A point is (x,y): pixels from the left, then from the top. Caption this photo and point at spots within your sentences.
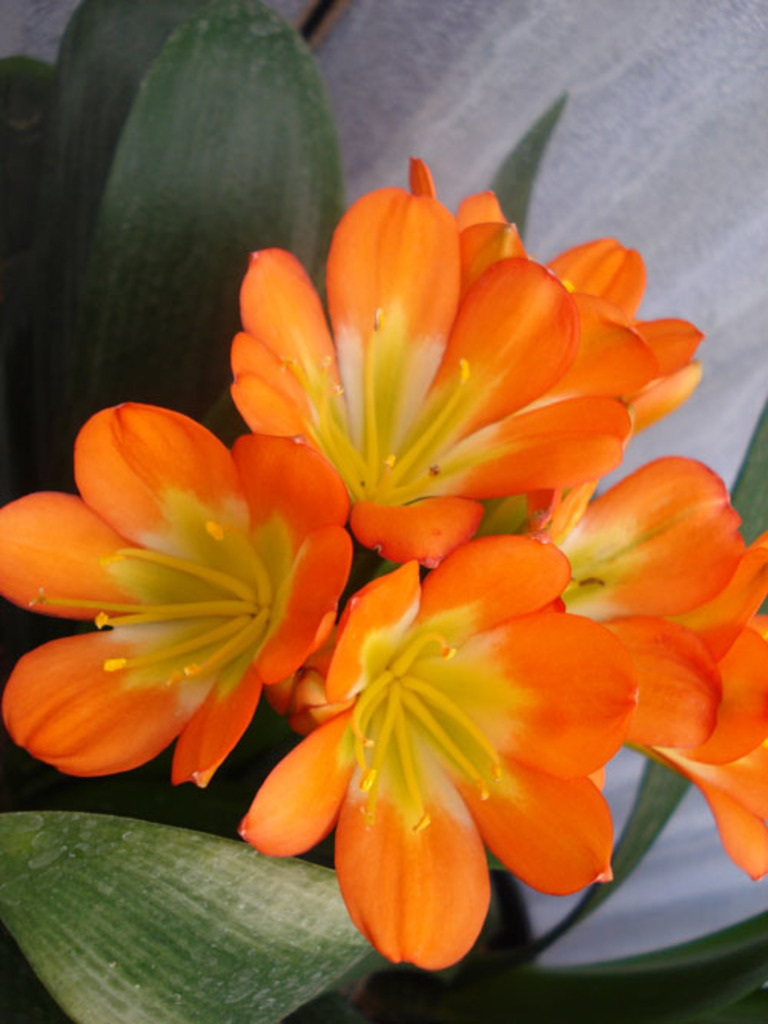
In this picture I can see a plant (374,372) with orange flowers (532,305), this is looking like a wall (706,244).
